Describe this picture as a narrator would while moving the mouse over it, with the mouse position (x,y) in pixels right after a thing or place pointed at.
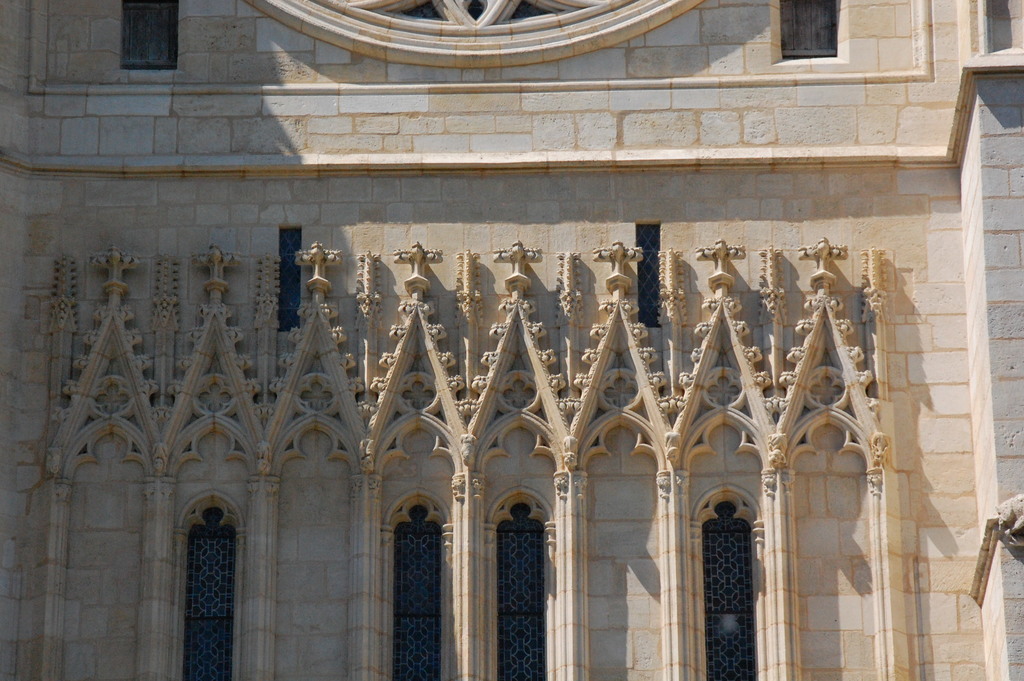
In this image I can see a building (479,343) and number of windows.
